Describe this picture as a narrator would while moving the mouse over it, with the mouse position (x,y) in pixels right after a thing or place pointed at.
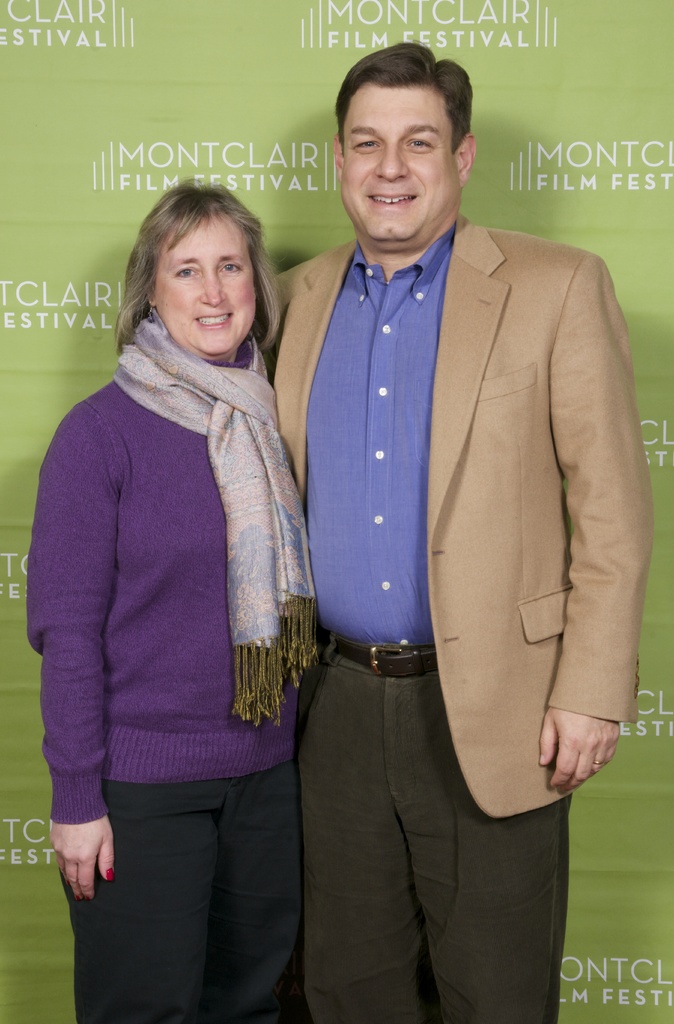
In this picture there is a man (496,542) who is wearing suit (524,431), shirt (347,632) and trouser (452,961). Beside him there is a woman (141,421) who is wearing scarf (253,515), t-shirt (123,601) and trouser (133,888). In the back (669,476) there is a banner (669,580).
